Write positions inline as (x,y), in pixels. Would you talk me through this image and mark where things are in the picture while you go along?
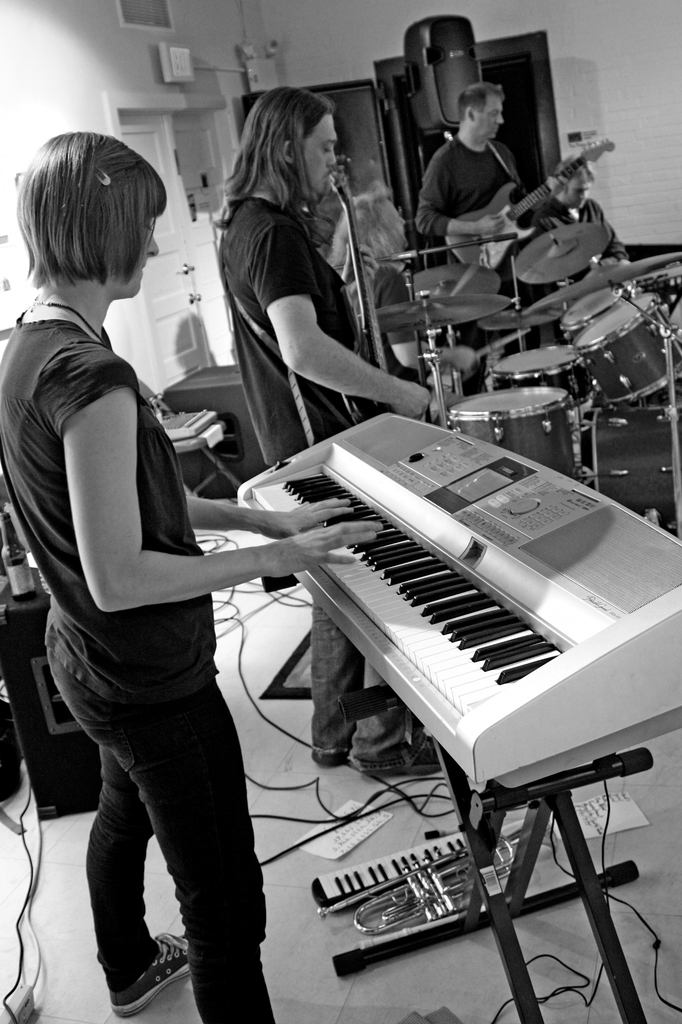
This is a black and white picture. Here we can see some persons (48,329) are playing some musical instruments (463,750). This is floor (312,1013). On the background (189,117) there is a door (217,305) and this is wall (59,60).
